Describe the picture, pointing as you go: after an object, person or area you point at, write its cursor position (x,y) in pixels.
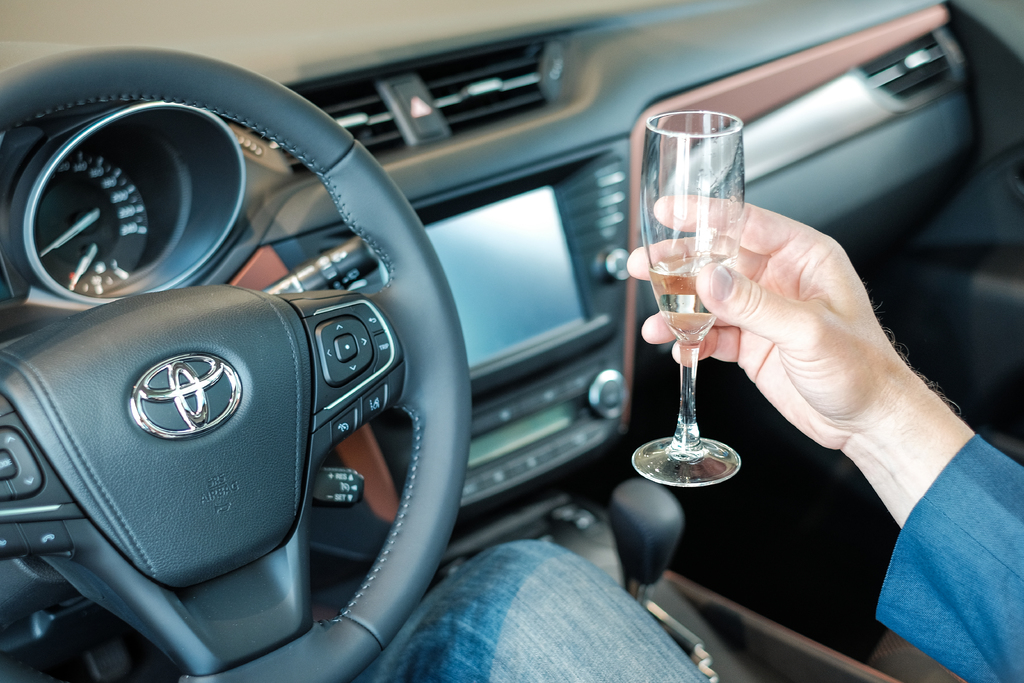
In this picture we can see the inside view of the car (864,673), a man (497,630) is sitting and holding the wine glass (689,354). Behind we can see the car steering (331,432) and center console (518,391) with lcd screen (456,227) and buttons (601,392).
